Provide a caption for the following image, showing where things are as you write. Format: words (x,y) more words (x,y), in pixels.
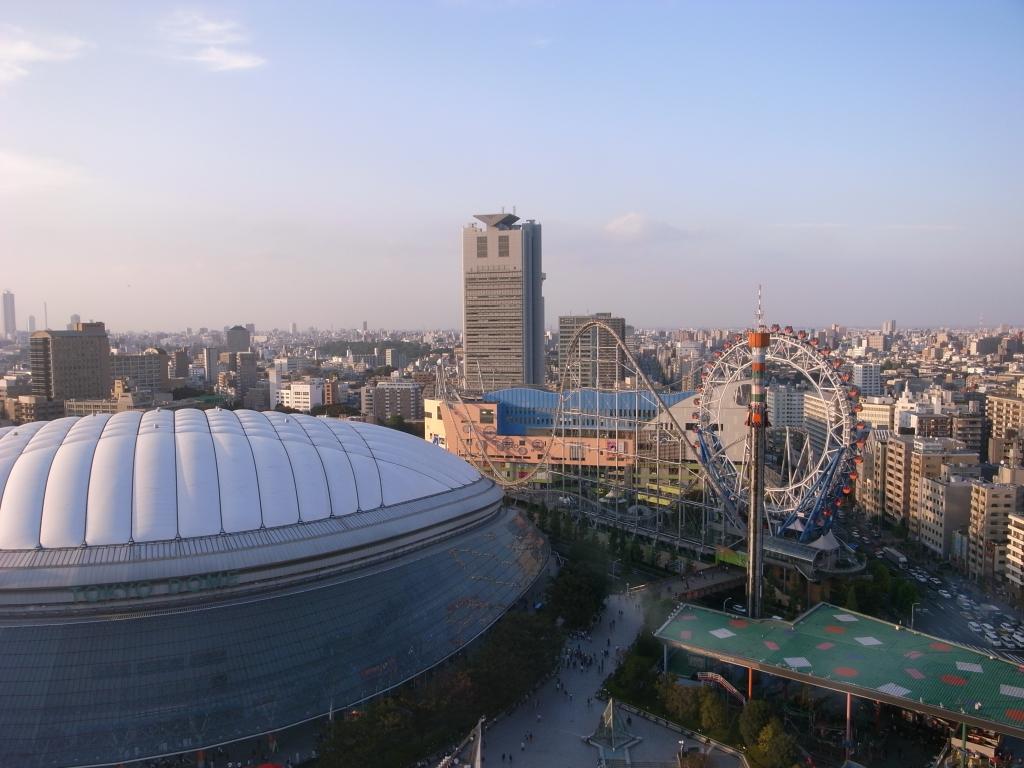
In this picture we can see buildings (371,630), giant wheel (836,392), trees (651,649), vehicles (891,553) on the road (908,573) and a group of people (598,659) and in the background (108,104) we can see the sky (450,155) with clouds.
